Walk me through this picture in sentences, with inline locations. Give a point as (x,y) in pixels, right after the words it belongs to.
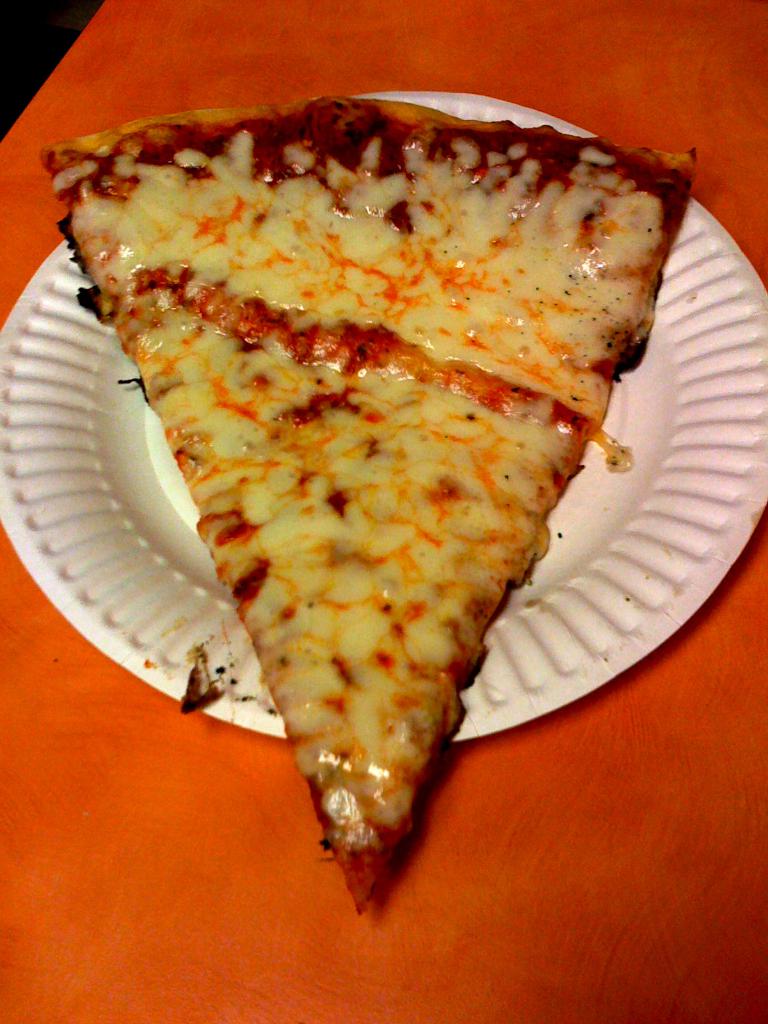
In this image I can see a pizza slice (460,538) served on the plate (718,351), which is on the table (116,958).
